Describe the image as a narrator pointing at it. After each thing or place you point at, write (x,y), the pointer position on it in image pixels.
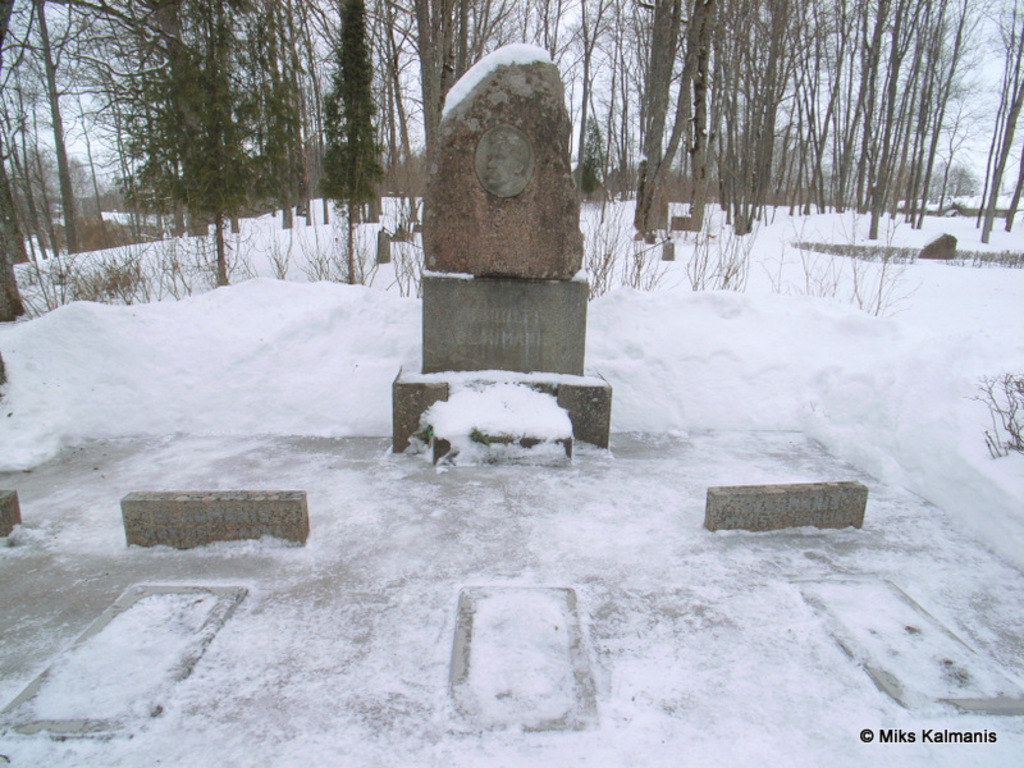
In this image, we can see snow (652,384) on the ground (377,434), there are some trees (346,11).
